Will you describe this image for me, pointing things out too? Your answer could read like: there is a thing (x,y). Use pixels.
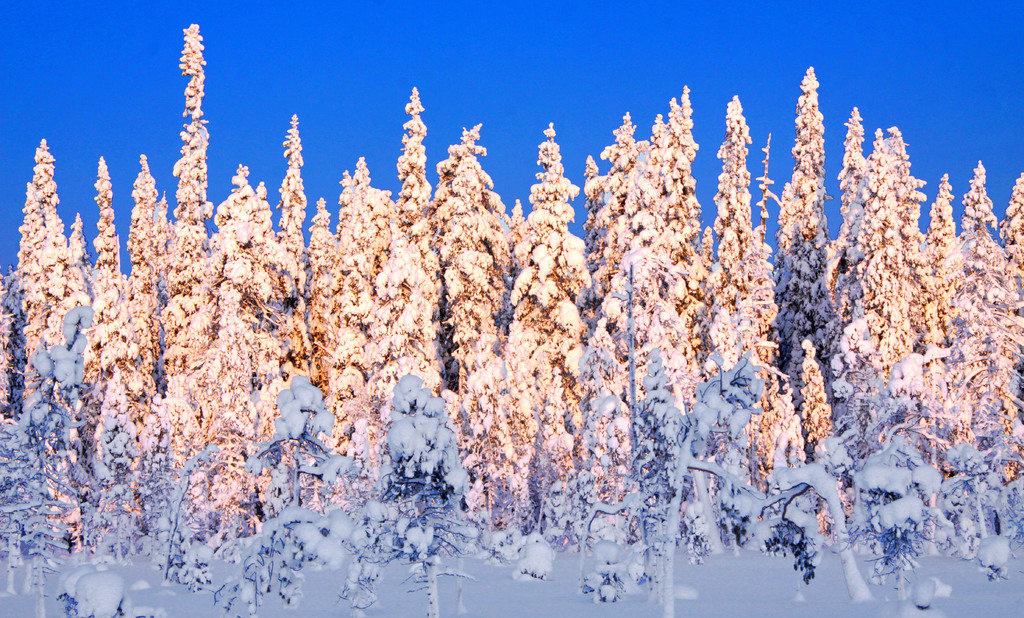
Background (420,57) is blue in color. In this picture we can see plants (515,434) and snow (452,454).
